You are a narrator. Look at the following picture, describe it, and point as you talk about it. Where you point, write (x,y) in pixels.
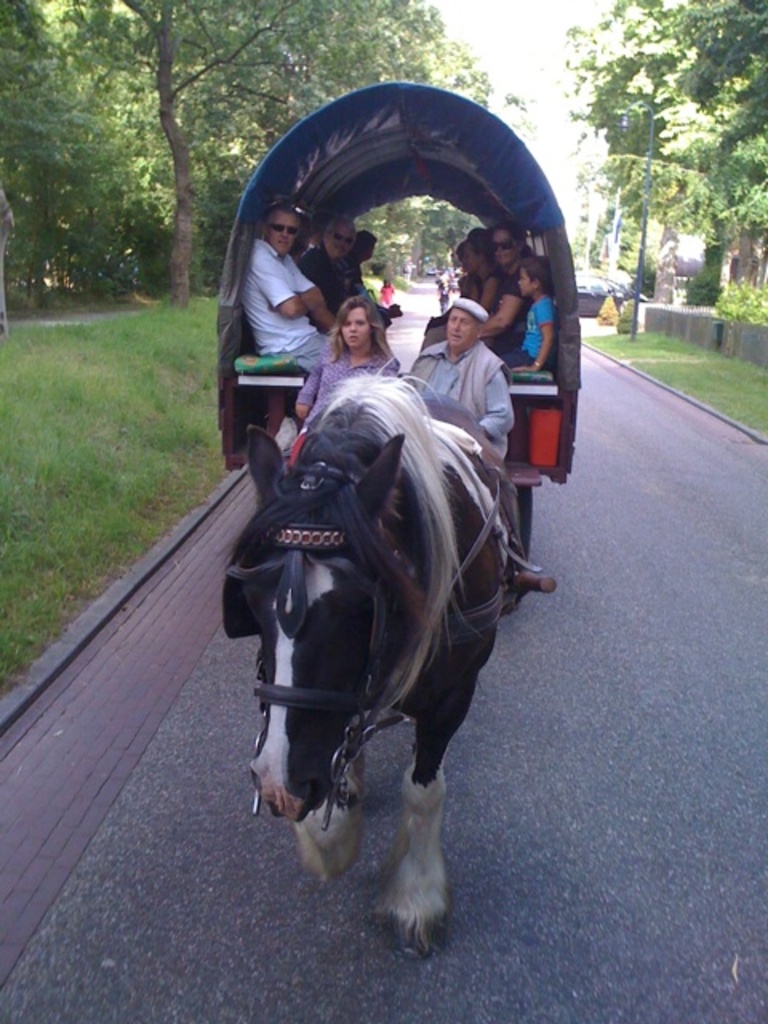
here we can see a horse cart (332,190) and people (465,278) sitting in it, and in front (367,530) here is the horse (383,507) travelling on the road (229,506), and at side there is the grass (79,367), and at back (199,46) there are trees (248,45), and here is the car (598,282) moving.
